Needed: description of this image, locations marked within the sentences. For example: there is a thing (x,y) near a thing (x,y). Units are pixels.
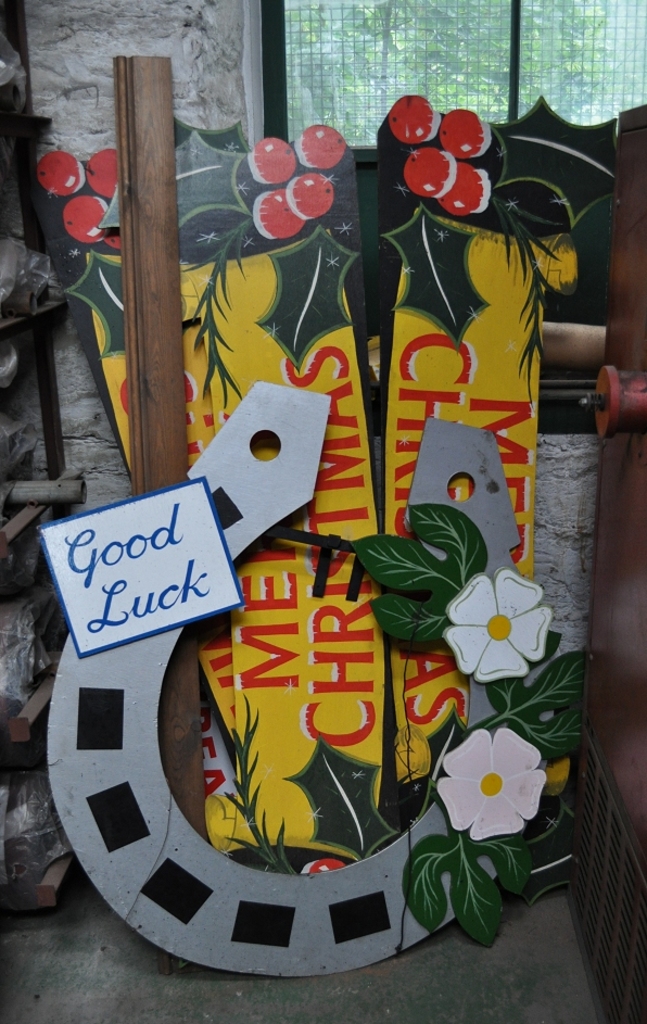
This picture shows few boards (407,536) with text (412,381) and we see a glass window (398,76) from the window (393,72), We see trees (478,65) and a shelf (13,2) on the side and we see some articles (35,436).
